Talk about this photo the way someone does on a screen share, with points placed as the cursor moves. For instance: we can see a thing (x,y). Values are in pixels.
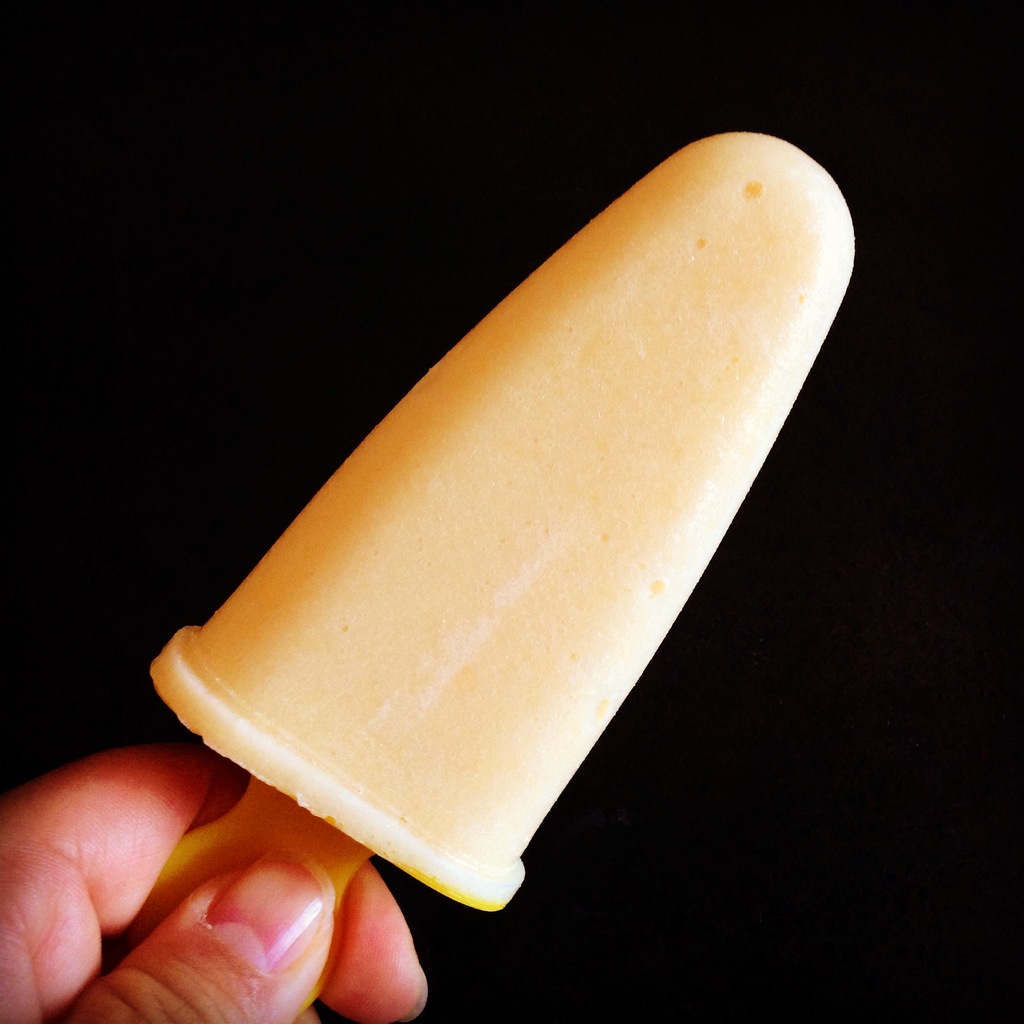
In this image we can see a person's hand (192,995). A person (204,941) is holding an ice cream (321,777) in the image.
